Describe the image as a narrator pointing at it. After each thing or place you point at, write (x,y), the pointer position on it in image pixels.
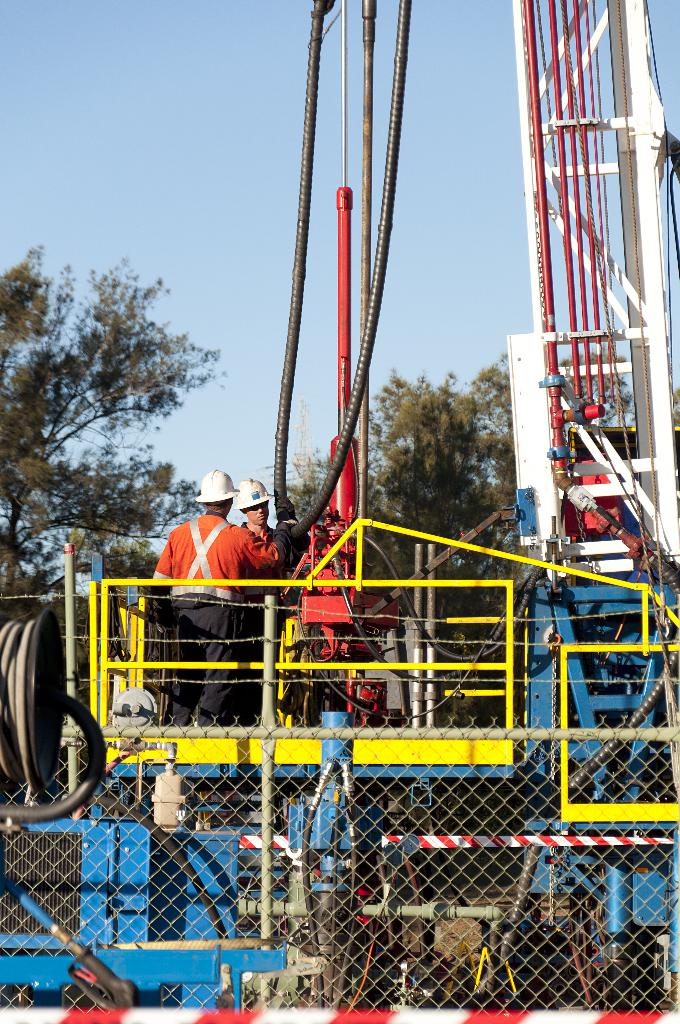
There is a mesh fencing (388,950). Near to that there is a machine (422,652) with pipes (422,559) and rods (422,559). Also there are two people (237,589) standing on that and wearing helmets (213,501). In the back (265,399) there are trees (469,413) and sky (229,159).
